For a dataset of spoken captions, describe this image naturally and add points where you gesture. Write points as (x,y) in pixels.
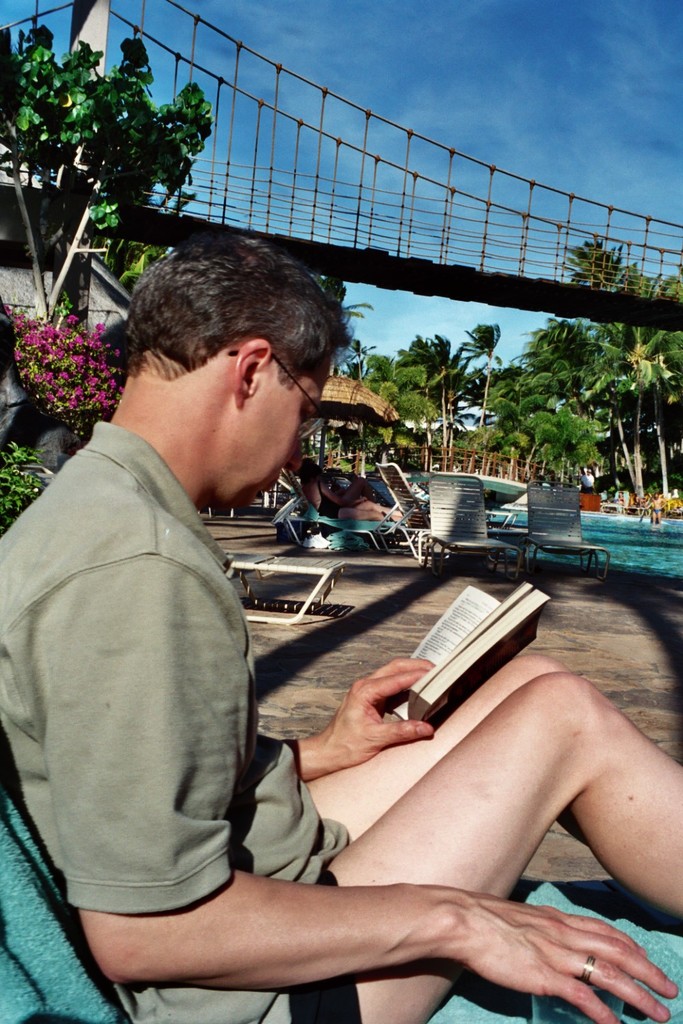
In this picture I can see few people (233,668) sitting on the chairs (278,516) and I can see a man (416,859) holding a book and reading and I can see few empty chairs (515,557), water (613,561) and I can see few trees (418,416) and a building (73,278) and I can see a foot over bridge (624,294) and a blue cloudy sky (513,37).
